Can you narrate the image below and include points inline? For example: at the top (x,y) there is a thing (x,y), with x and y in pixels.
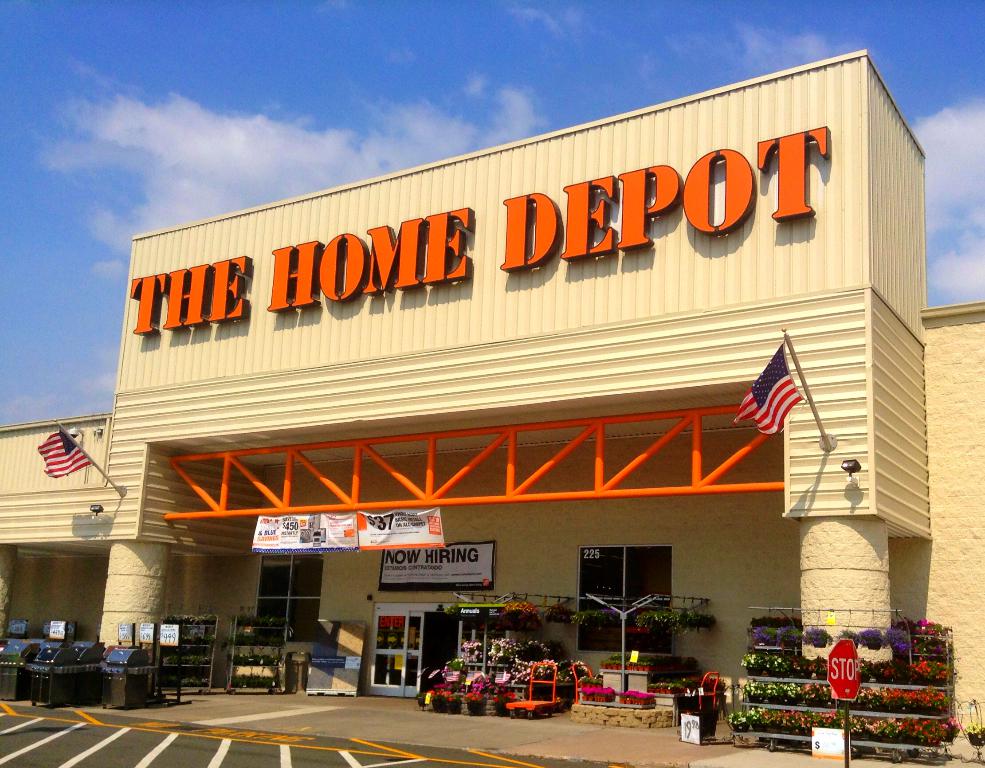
In this image we can see the building (13,522), there are dustbins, there are flower bouquets (522,642) on the pavements (552,723), there are some houseplants (671,611), and bouquets (868,638) on the racks (759,625), there are flags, lights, there is a signboard (430,571), there is a poster (480,574) with text (480,574) on it, there are boards (488,584) with text (491,614) on them, also we can see the sky (38,153).
